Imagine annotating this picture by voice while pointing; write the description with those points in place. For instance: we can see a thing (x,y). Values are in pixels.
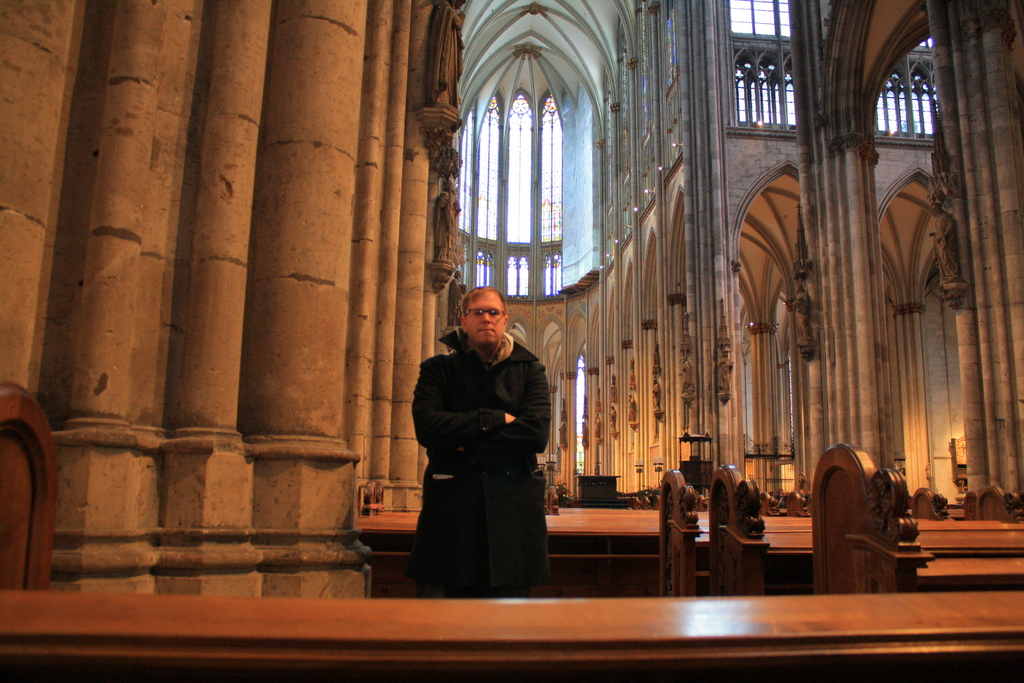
In this image there is a person (489,467) standing, in the middle of the benches (683,654), around him there are pillars (691,248).
